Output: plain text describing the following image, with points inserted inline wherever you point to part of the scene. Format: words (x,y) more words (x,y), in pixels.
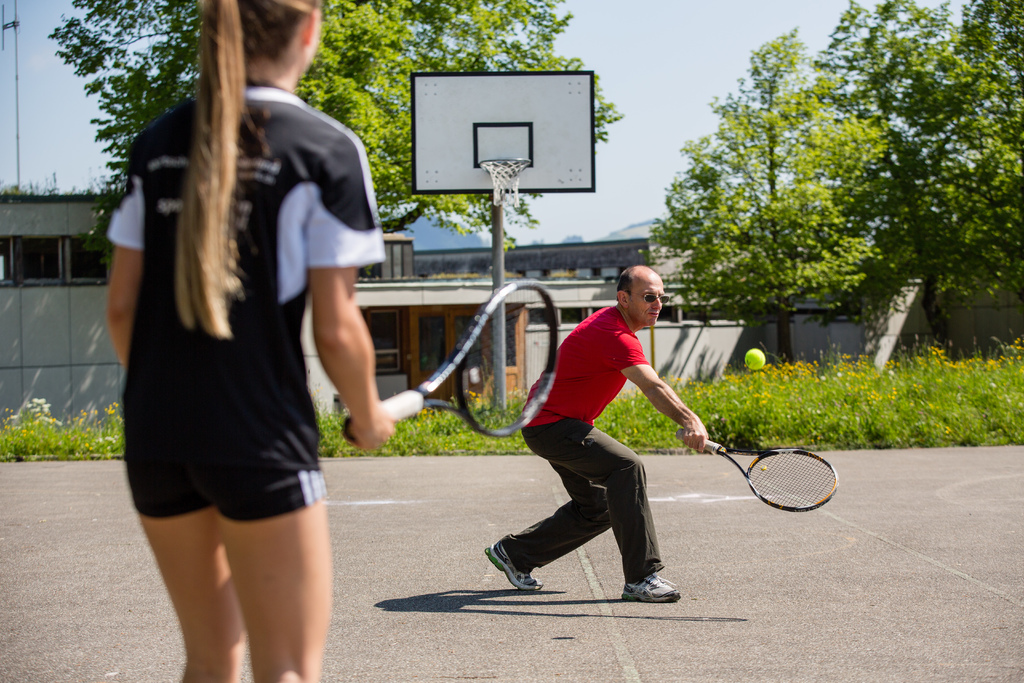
The photo is taken outside a building (579,290). On the ground (569,554) there are two players (370,402) playing tennis. On the left (238,359) one lady (248,238) wearing black dress (266,259) is holding a racket (499,335). In front of her there is a man (603,338) wearing red t-shirt (578,398) is holding one racket (780,450). in the back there is a goal post (505,160). In the background (505,255) there are trees (942,200), building (517,276). It is looking like the person (604,385) is hitting the ball (750,366).
